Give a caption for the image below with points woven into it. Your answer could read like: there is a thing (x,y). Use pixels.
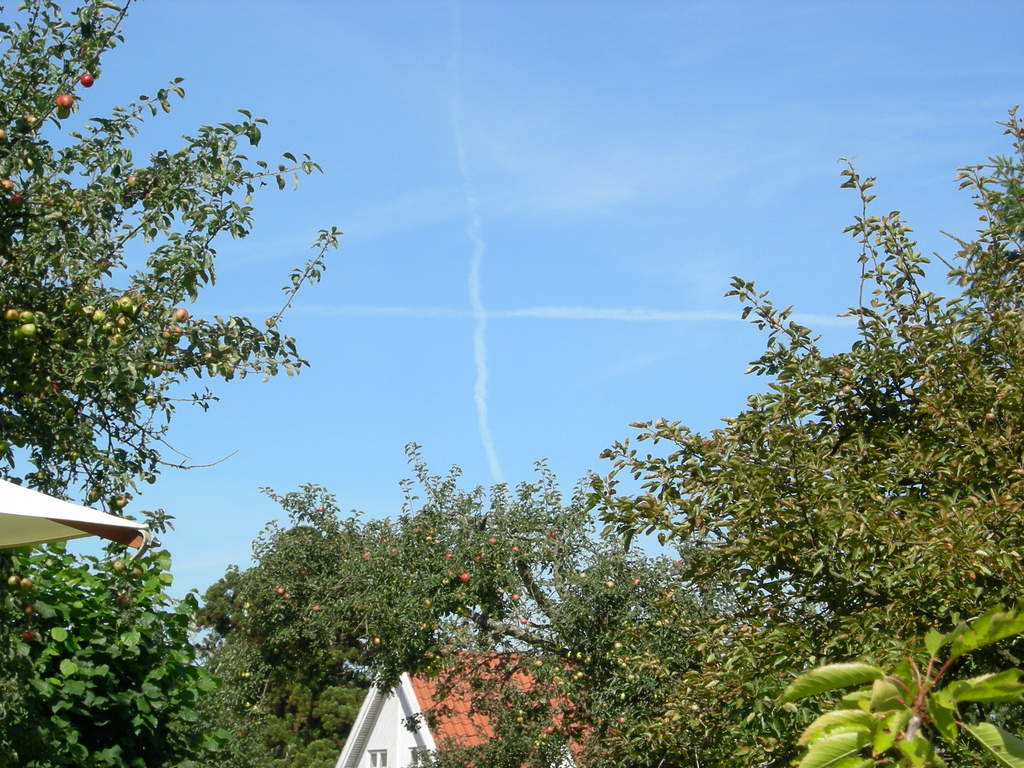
In this picture we can see trees (304,604). At the bottom of the image (403,701), there is a house (396,718). At the top of the image (436,196), there is the sky (498,284). On the left side of the image (20,489), there is an object (30,530).
